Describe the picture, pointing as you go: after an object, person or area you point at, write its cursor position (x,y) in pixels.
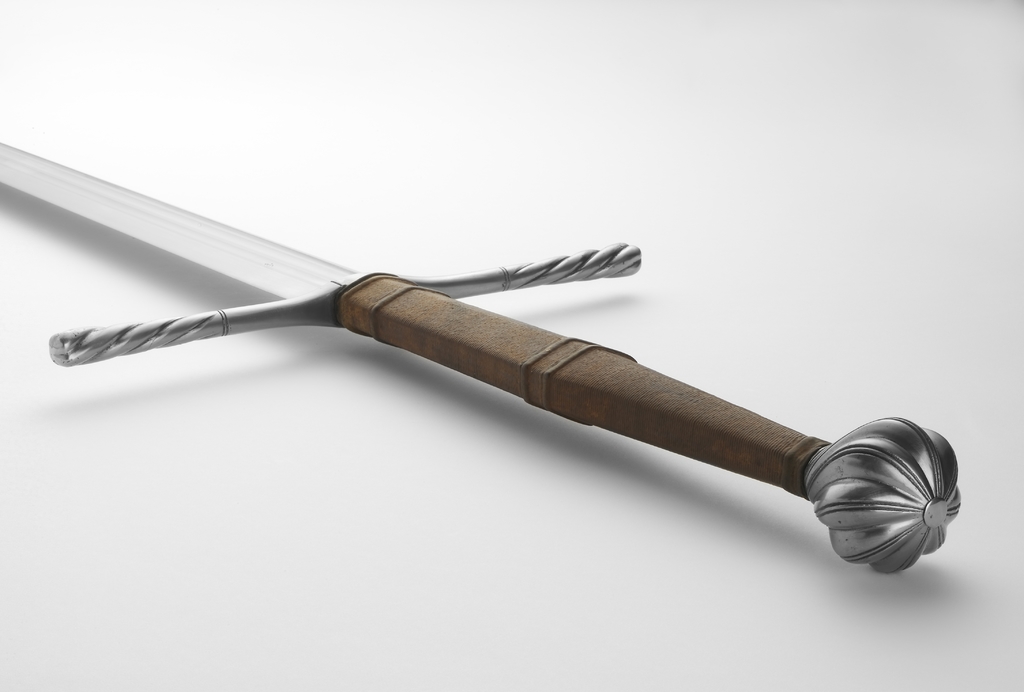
In this picture there is a sword (279,277) which has a brown handle (550,386) to it is placed on a white surface (415,425).
